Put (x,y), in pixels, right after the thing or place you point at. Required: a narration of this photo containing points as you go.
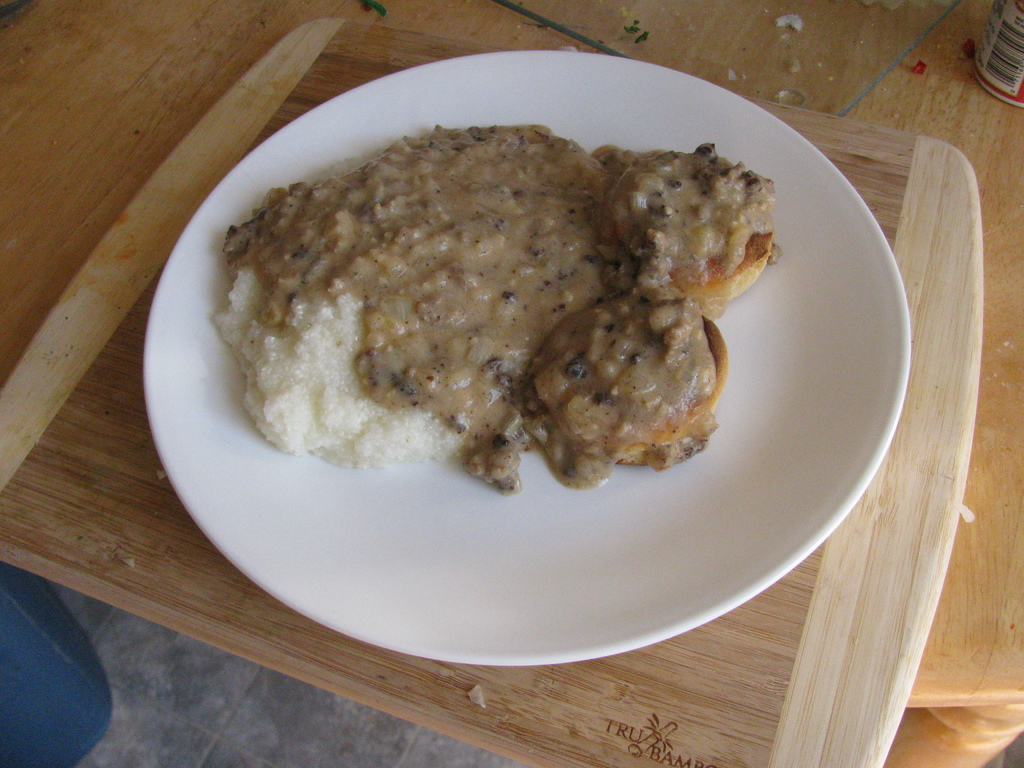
In this image I can see the food (532,314) which is in brown and cream color and the food (519,360) is in the plate (386,568) and the plate (444,603) is in white color. The plate (647,580) is on the wooden surface (895,609).
